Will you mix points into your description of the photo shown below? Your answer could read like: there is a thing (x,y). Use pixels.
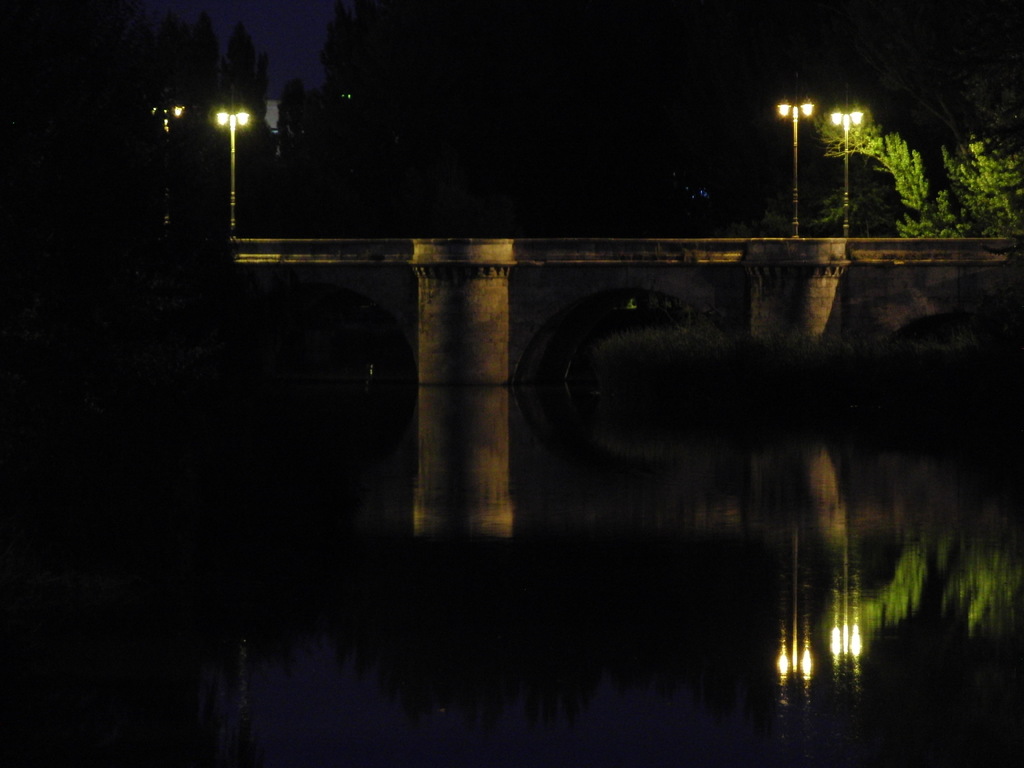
In this picture I can see there is a river (465,493), a bridge (445,319) in the backdrop (897,283) and there is a tree (982,192) at right (1009,180), there are poles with lights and the rest of the image is dark.
